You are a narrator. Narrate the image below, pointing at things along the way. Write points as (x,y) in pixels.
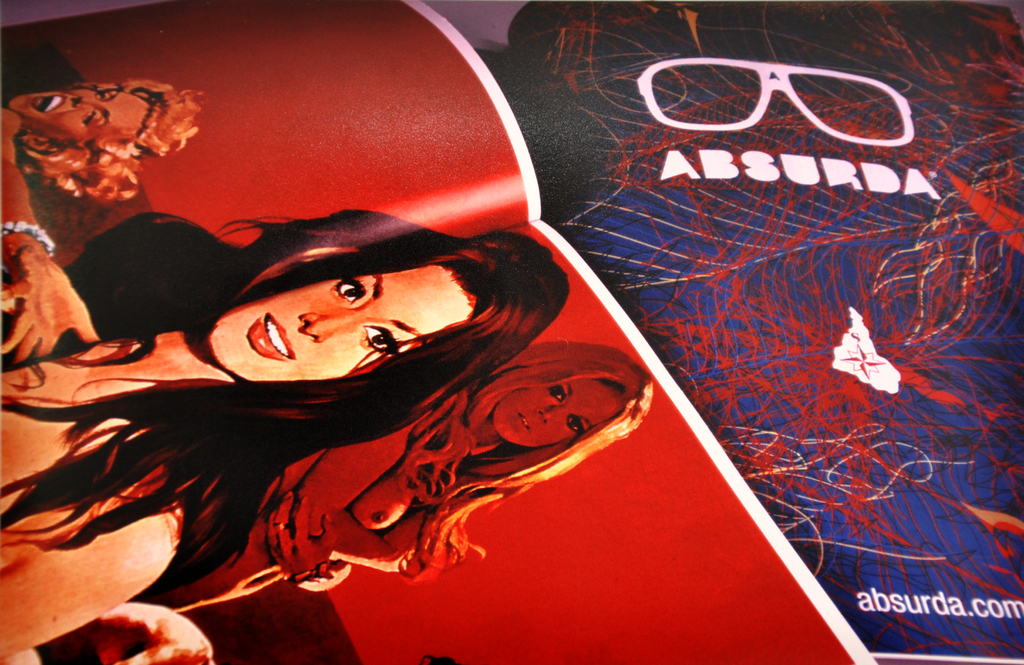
In this image we can see a magazine (395,268) and on the top of it we can see the depiction of women (335,396). On the right (811,116) we can see the depiction of glasses (722,115) and we can also see the text (717,162).
